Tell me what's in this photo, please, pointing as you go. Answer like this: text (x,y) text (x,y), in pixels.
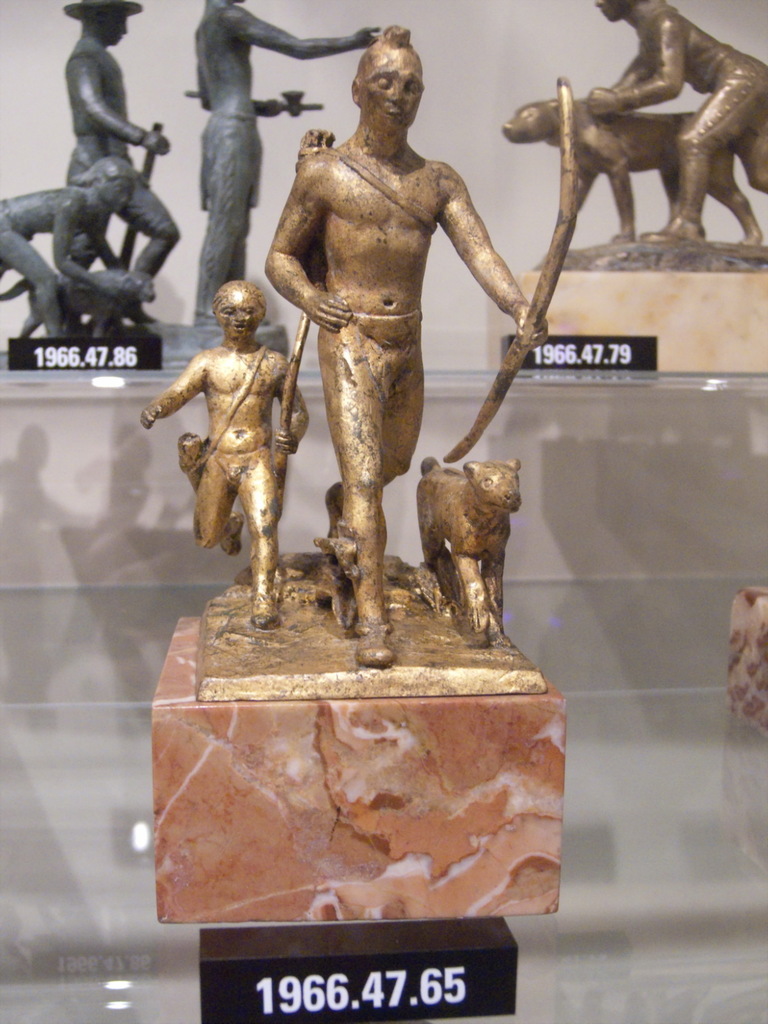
This is a picture where we have group of sculptures (366,339) or statues (391,220) or gold color sculptures (366,636) placed in a glass rack (558,655) with a number boards (357,931).
